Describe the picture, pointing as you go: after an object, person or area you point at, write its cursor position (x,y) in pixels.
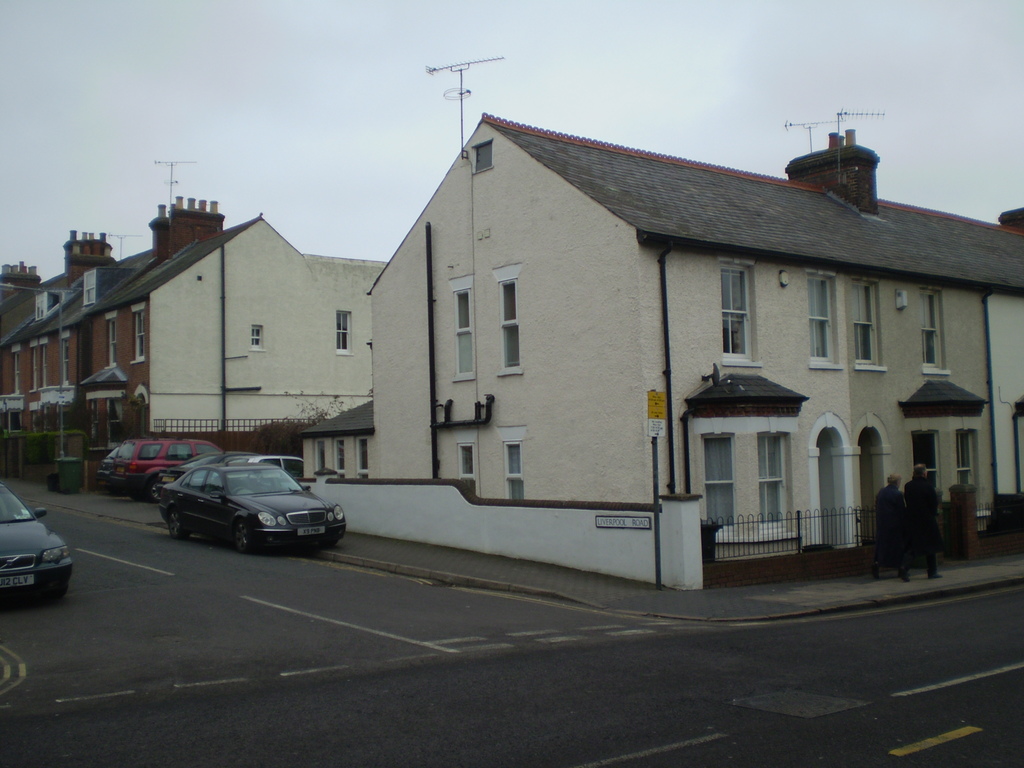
In this image we can see there are houses (346,465) and it has antennas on the top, in front of it there is a road (983,620) which consists of cars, on the right side of the image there are two people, behind them there are fences (729,545).
